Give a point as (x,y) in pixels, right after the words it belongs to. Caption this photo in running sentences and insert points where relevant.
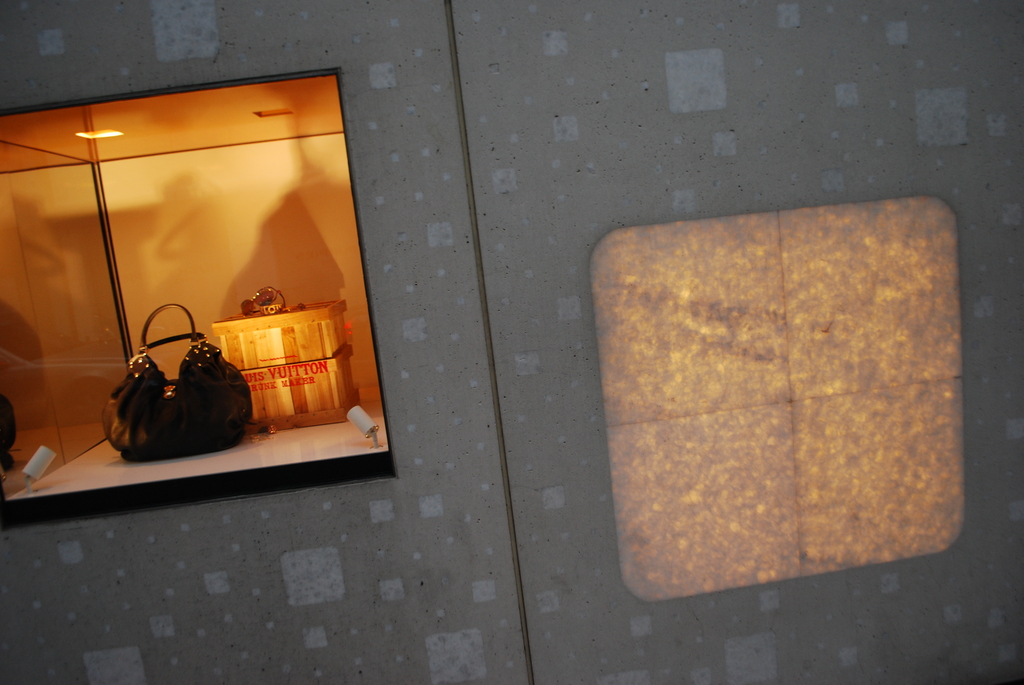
In this image I can see a bag (150,378) and a wooden-box (247,346) inside the window (93,442).
